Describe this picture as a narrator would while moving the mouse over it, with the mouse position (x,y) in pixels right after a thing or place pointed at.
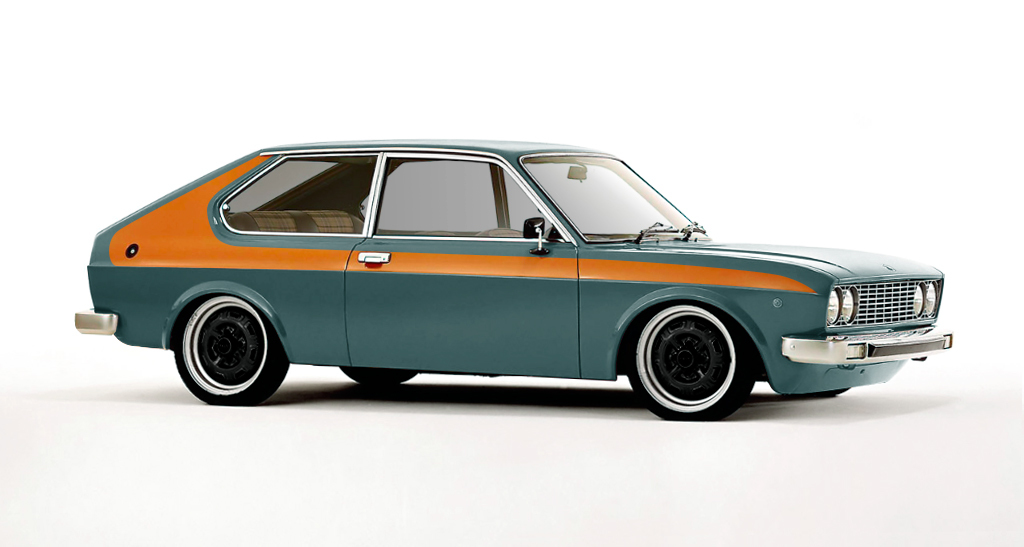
In the picture I can see a car (288,236) on a white color surface (563,392). The car (462,347) is green in color. The background of the image (750,128) is white in color.
